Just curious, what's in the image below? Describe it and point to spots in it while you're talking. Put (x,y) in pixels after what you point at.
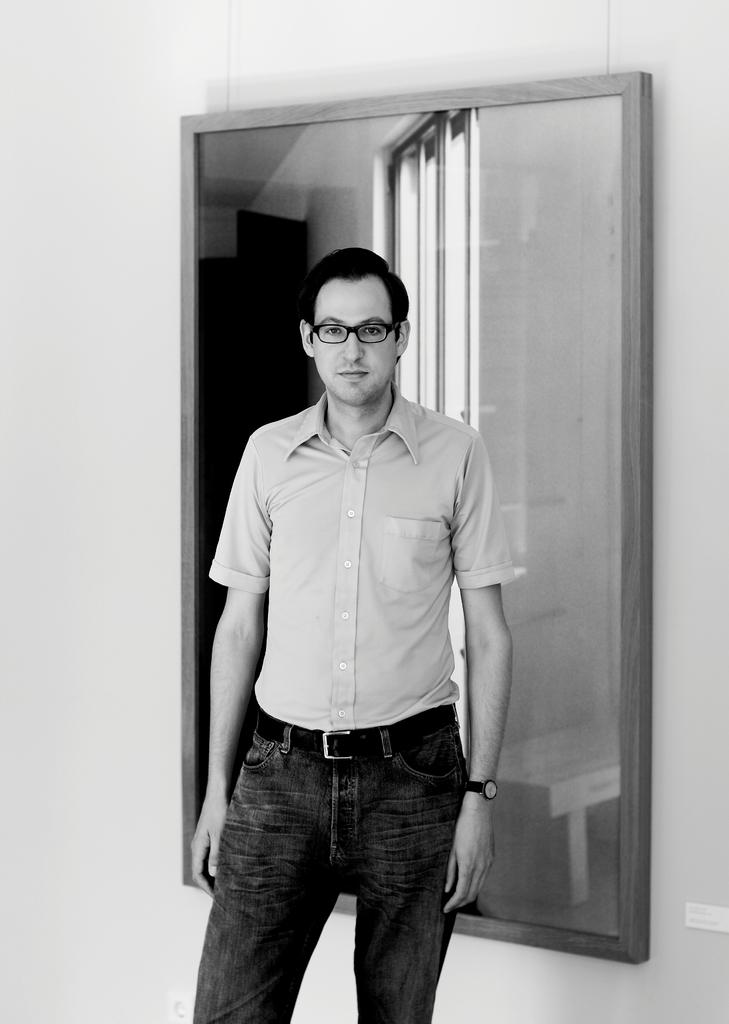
This is a black and white picture. In this picture, we see a man (388,696) is standing. He is wearing the spectacles (329,336) and a watch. He might be posing for the photo. Behind him, we see a white wall (107,338) and a mirror (585,903) is placed on the wall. We see the windows (404,261), wall (341,219) and a bench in the mirror (548,760).
